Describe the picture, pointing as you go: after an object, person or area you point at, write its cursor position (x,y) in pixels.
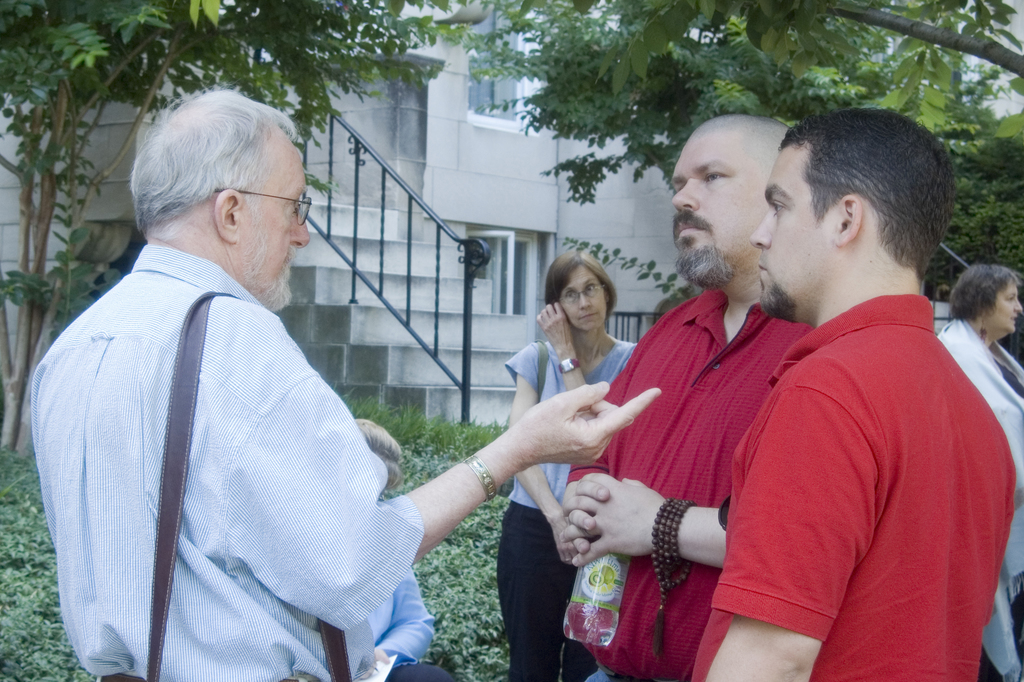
In the middle of the image (646,350) few people (268,567) are standing. Behind them there are some plants (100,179) and trees (529,8) and building (16,188).
